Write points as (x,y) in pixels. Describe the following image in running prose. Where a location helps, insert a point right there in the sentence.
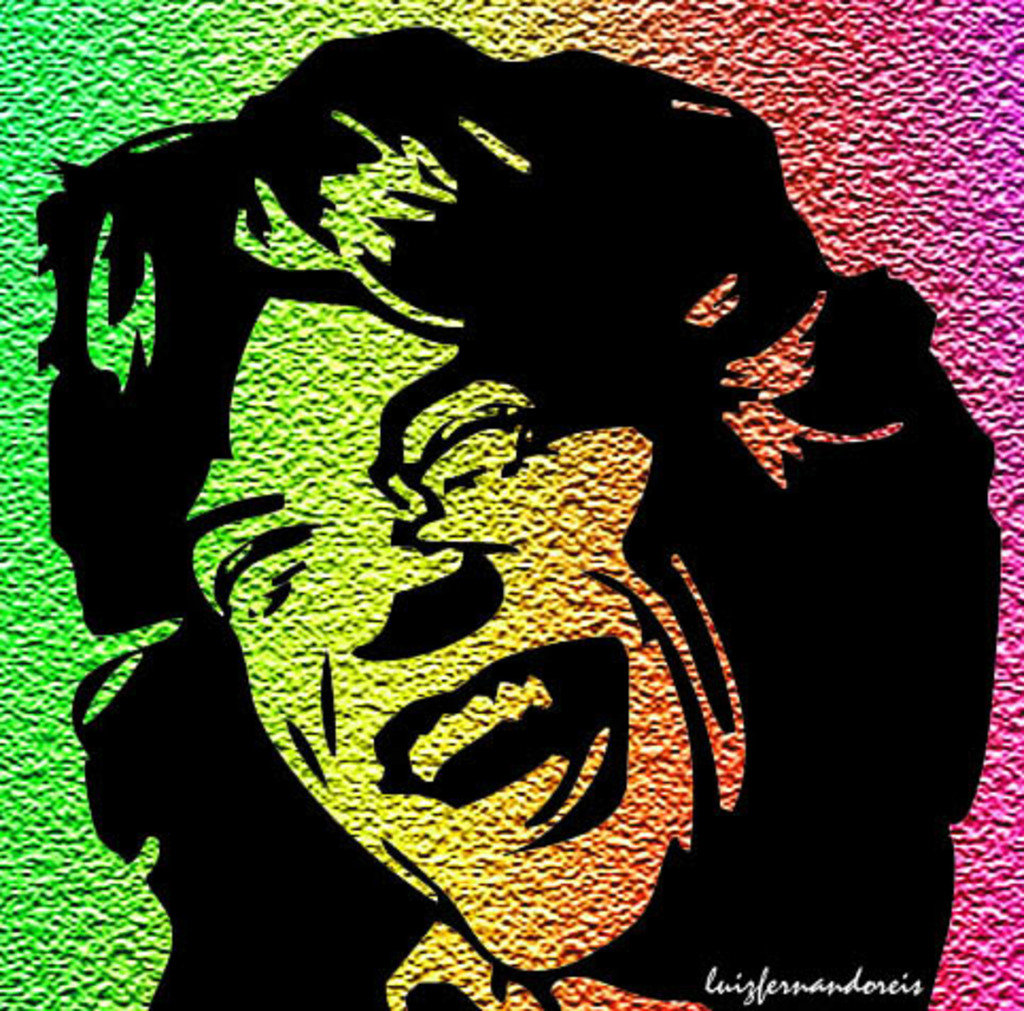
In this image, we can see an art (547,831) contains depiction of a person (667,445). There is a text (844,989) in the bottom right of the image (866,989).
